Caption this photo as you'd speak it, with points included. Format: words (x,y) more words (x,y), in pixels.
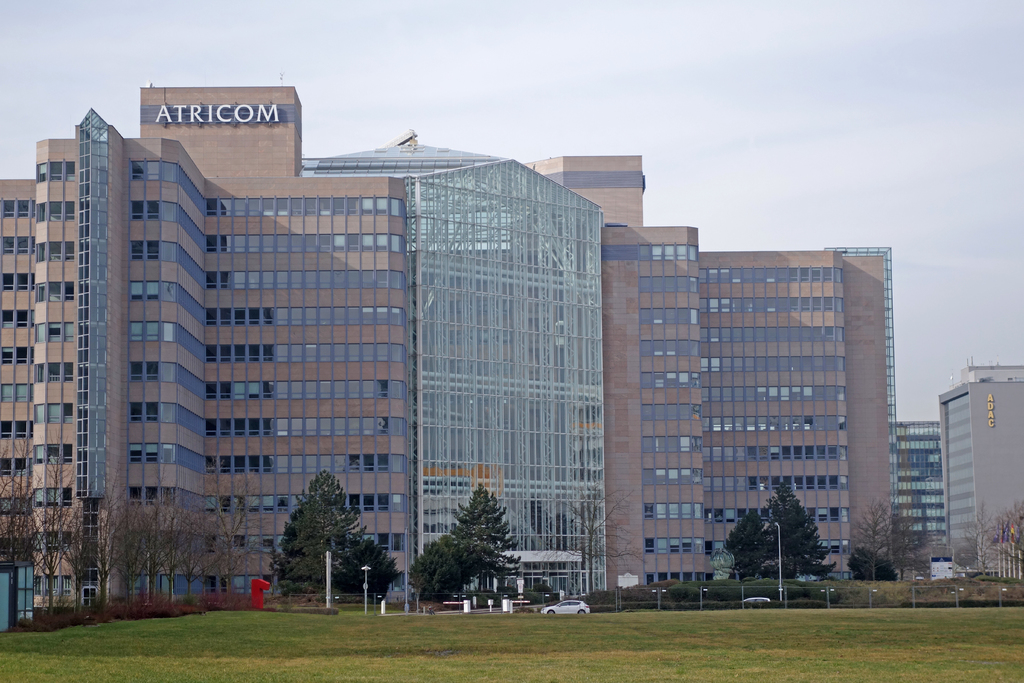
In this picture I can see few buildings (429,299), some vehicles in front of the buildings (398,547), around there are some trees (350,544) and grass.
